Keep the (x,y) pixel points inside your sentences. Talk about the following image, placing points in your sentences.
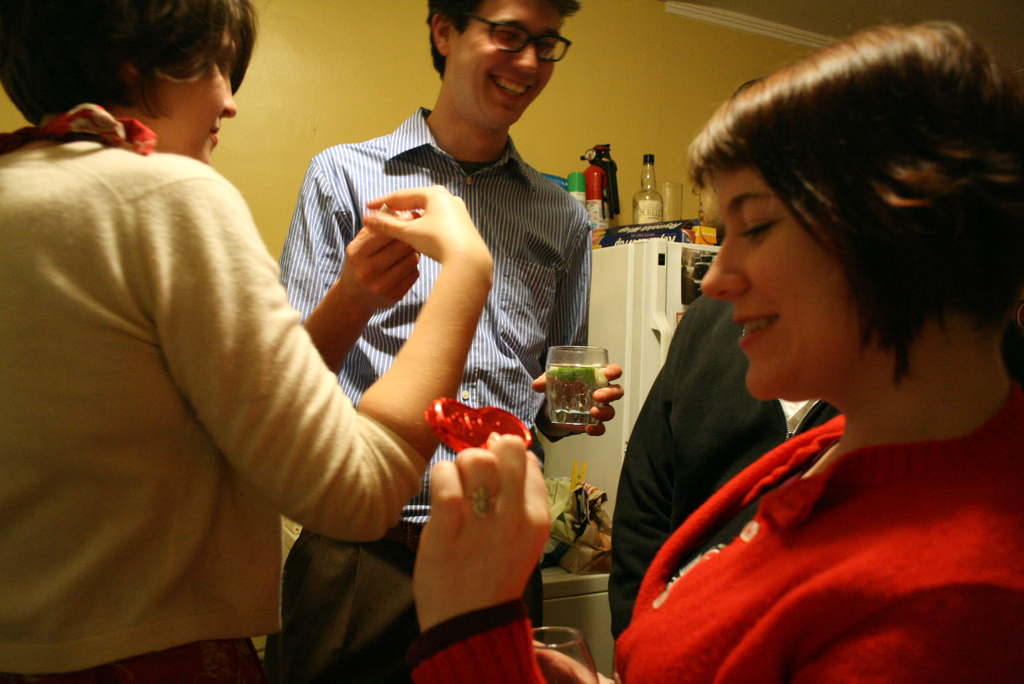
In the image there are few persons (547,269) standing holding glass (561,392) and toffee (466,431), behind them there is a fridge (633,268) with bottles (657,218) above it.
